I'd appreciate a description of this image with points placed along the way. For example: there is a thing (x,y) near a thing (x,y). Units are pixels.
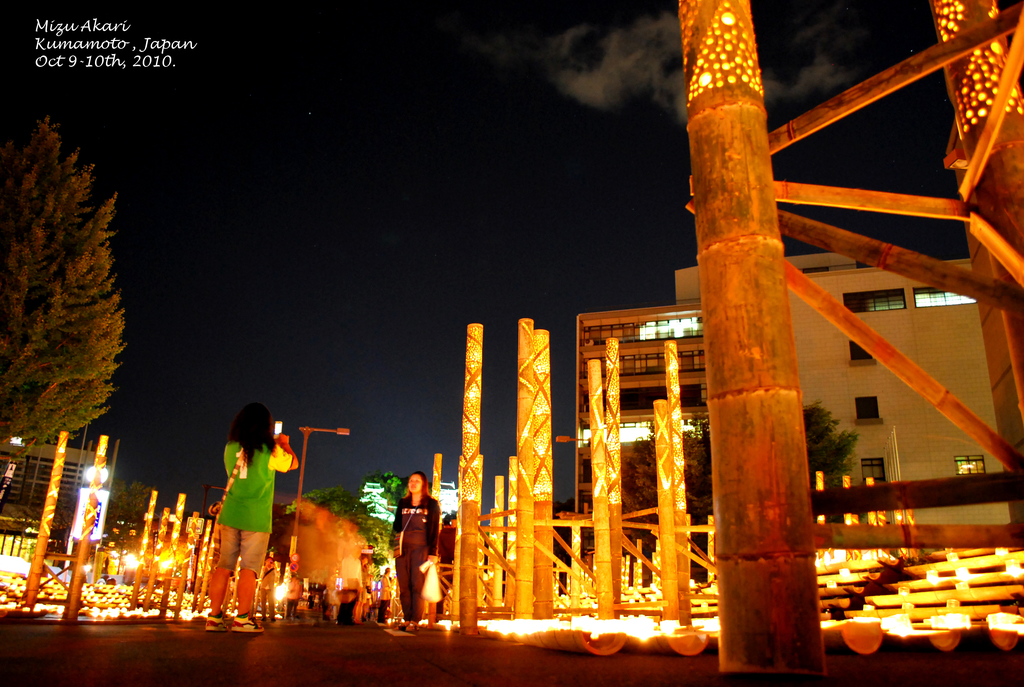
This picture is taken during night and in the middle (480,342) I can see few persons (267,584) and poles (795,392) and buildings (806,398) and trees (40,380) and a road (170,627) visible, at the top (292,122) I can see the sky (389,119) and text (108,65), on the right side (984,153) I can see stand (868,195).
